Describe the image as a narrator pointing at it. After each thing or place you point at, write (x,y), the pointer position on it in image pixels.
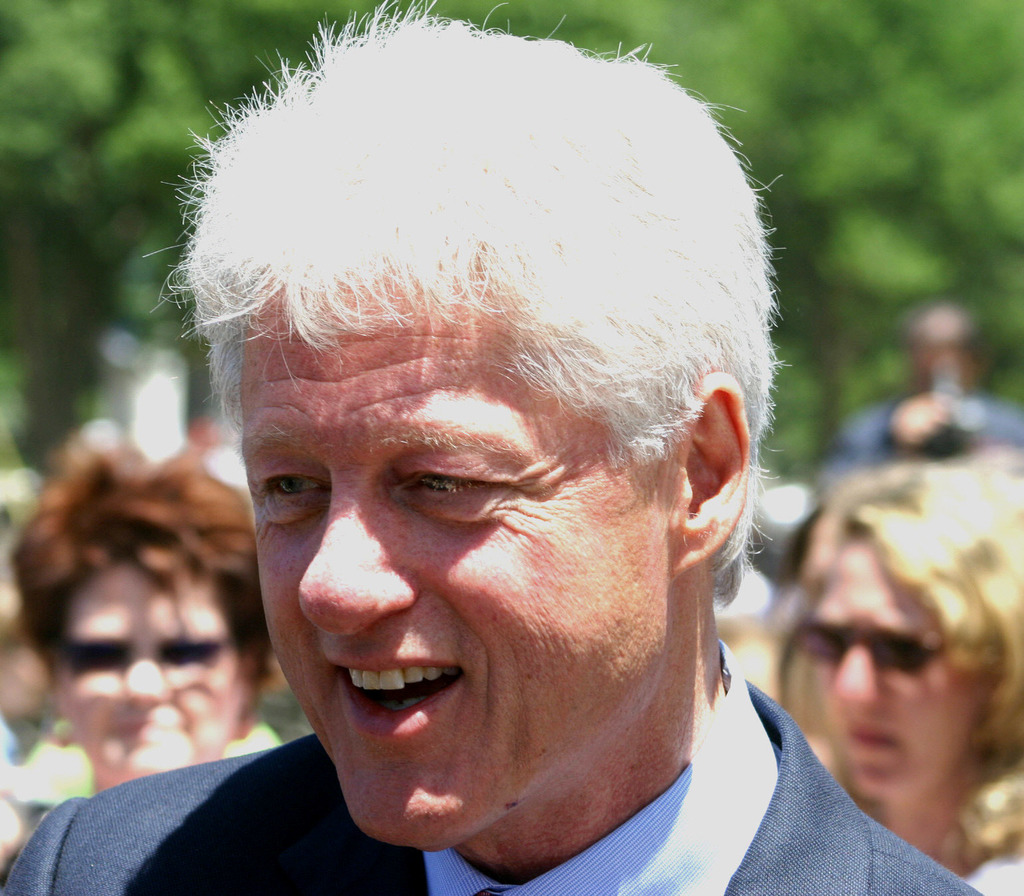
This picture consists of a group of people (599,713) and trees (909,296) in the background (167,25). This image taken, maybe during a day.
